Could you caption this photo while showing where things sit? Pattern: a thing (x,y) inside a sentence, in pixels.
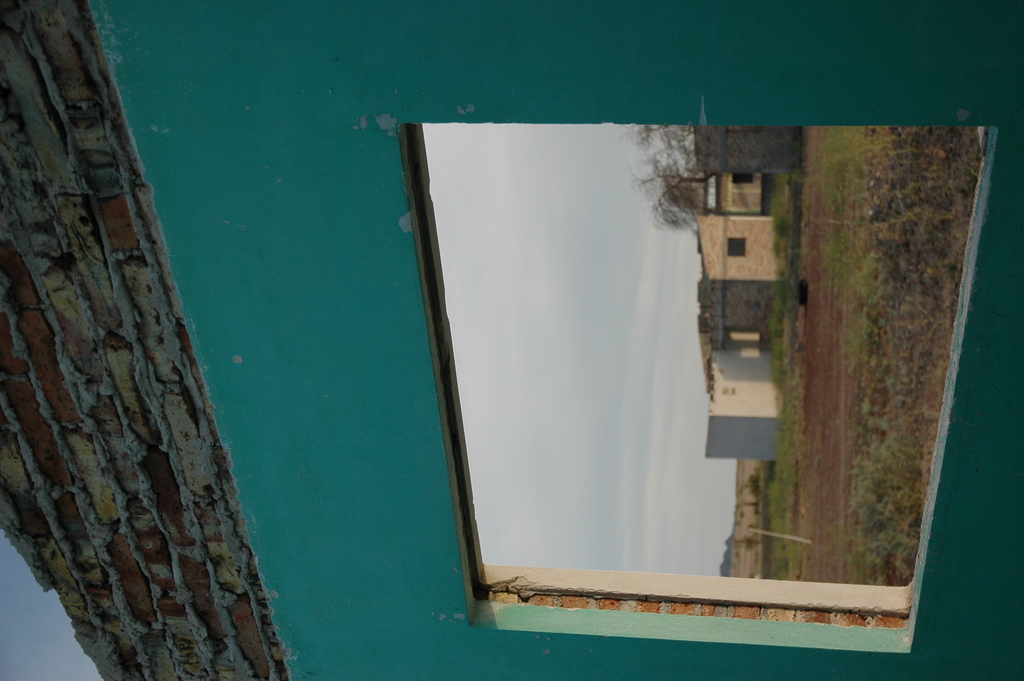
In this image, we can see an open window (563,545) and brick wall (97,401). Through the window (805,495), we can see the other side view. Here we can see grass (866,275), houses (767,236), plants (780,232), trees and sky (588,425).
